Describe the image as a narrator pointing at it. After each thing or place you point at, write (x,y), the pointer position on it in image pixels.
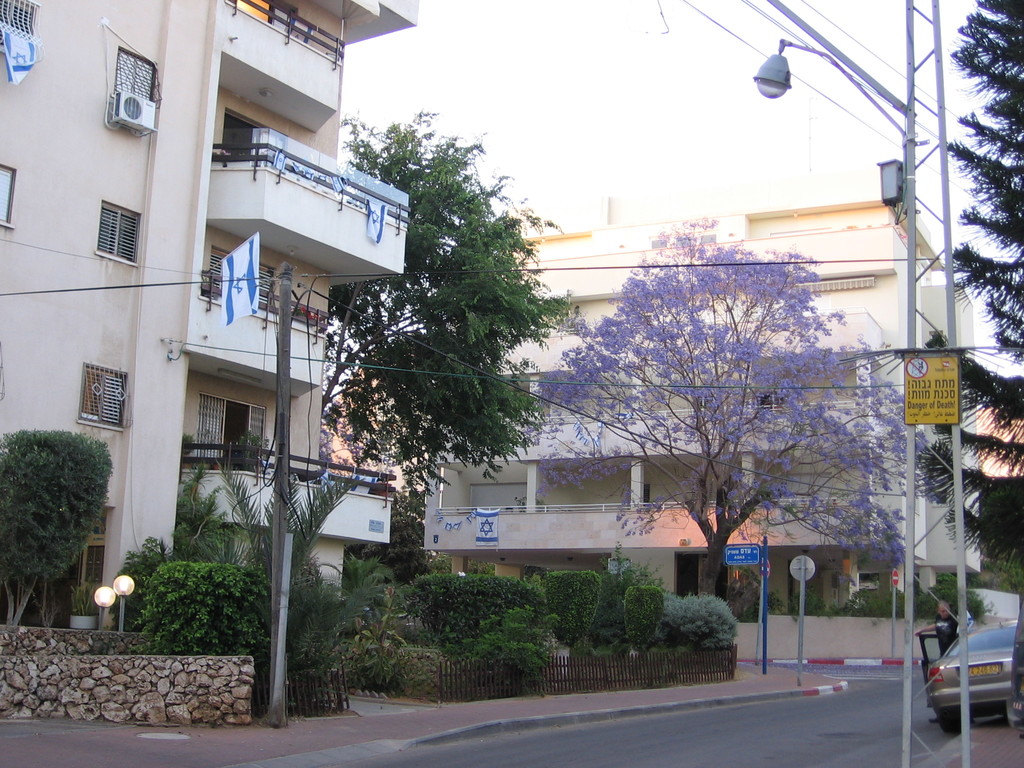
In the image we can see some poles (952,325) and plants (437,577) and trees (394,312) and sign boards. Behind them there are some buildings (855,203) and there are some vehicles (1016,710). Behind the vehicle (933,660) a man (944,631) is standing.
